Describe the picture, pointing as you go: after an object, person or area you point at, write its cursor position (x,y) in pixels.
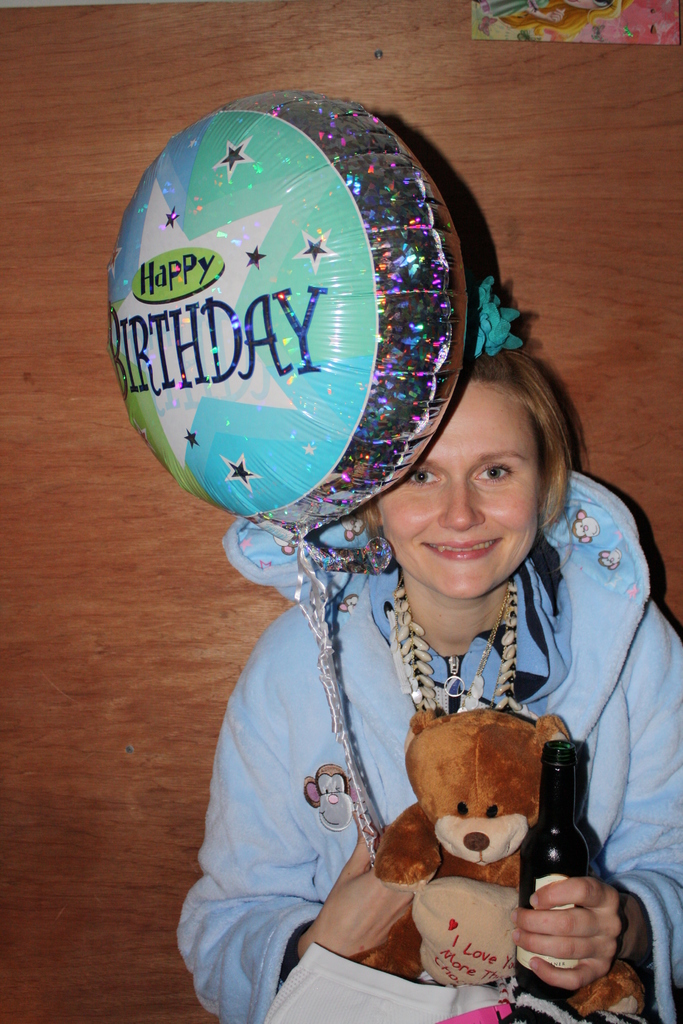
In this picture, woman (299,764) in blue jacket (273,805) is holding teddy bear (471,877) in one of her hand (381,912) and on the other hand (593,975) she is holding a beer bottle (530,841) and she is smiling. In front of her, we see a book (361,969). In one of her hand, she is even holding the thread (302,548) of balloon (282,400) on which it is written as 'Happy Birthday'. Behind her, there is a wall (575,216) which is brown in color.
